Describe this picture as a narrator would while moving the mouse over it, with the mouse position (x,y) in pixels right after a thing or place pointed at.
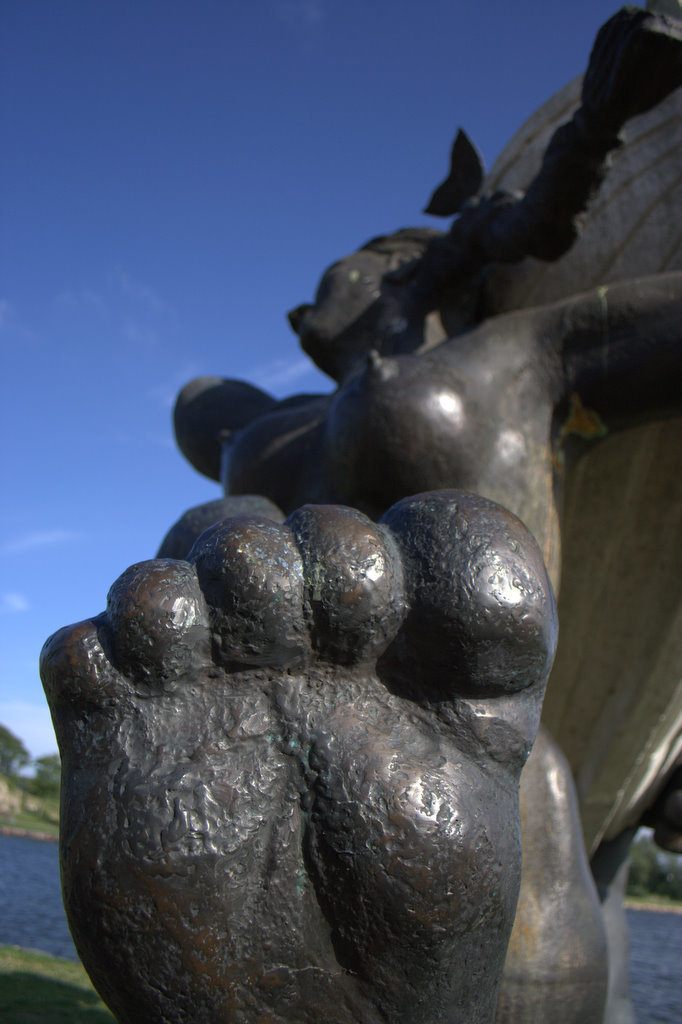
In this image we can see a statue (369,695). On the top of the image (242,154) we can see the sky (253,165). On the left bottom of the image (35,921) we can see water body (48,882).
